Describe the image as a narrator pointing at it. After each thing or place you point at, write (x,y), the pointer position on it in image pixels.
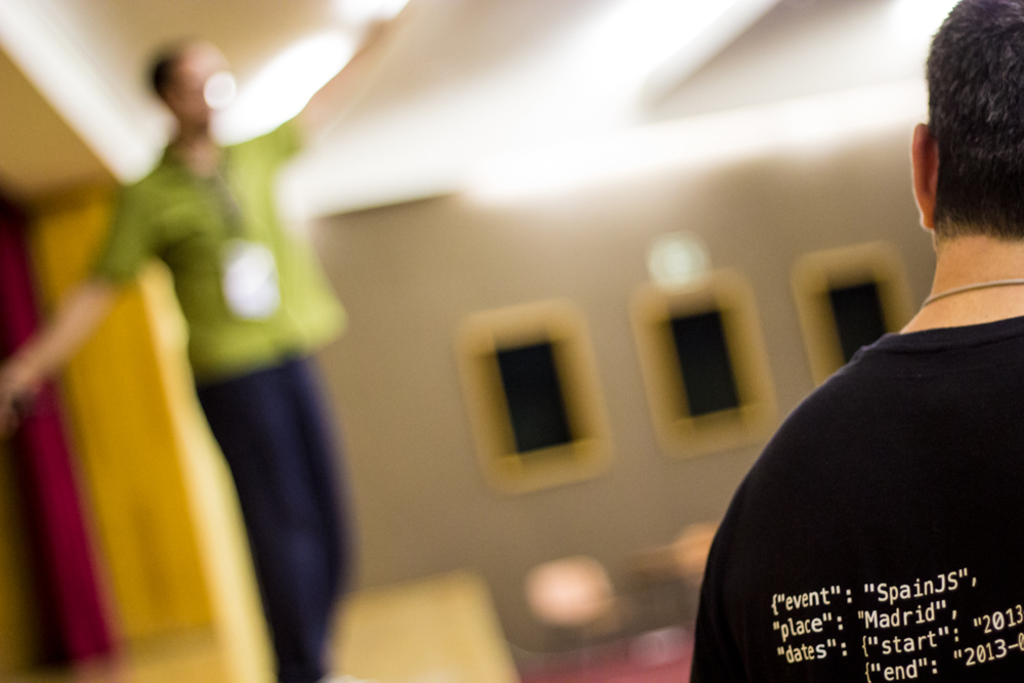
In the image there is a man (955,510) standing in black t-shirt (963,583) on the right side (772,534) and a man (208,308) on left (218,372) in green t-shirt (280,355) standing on the stage (426,648), this is clicked inside a room (706,37) and there are lights (562,155) over the ceiling (760,59).
